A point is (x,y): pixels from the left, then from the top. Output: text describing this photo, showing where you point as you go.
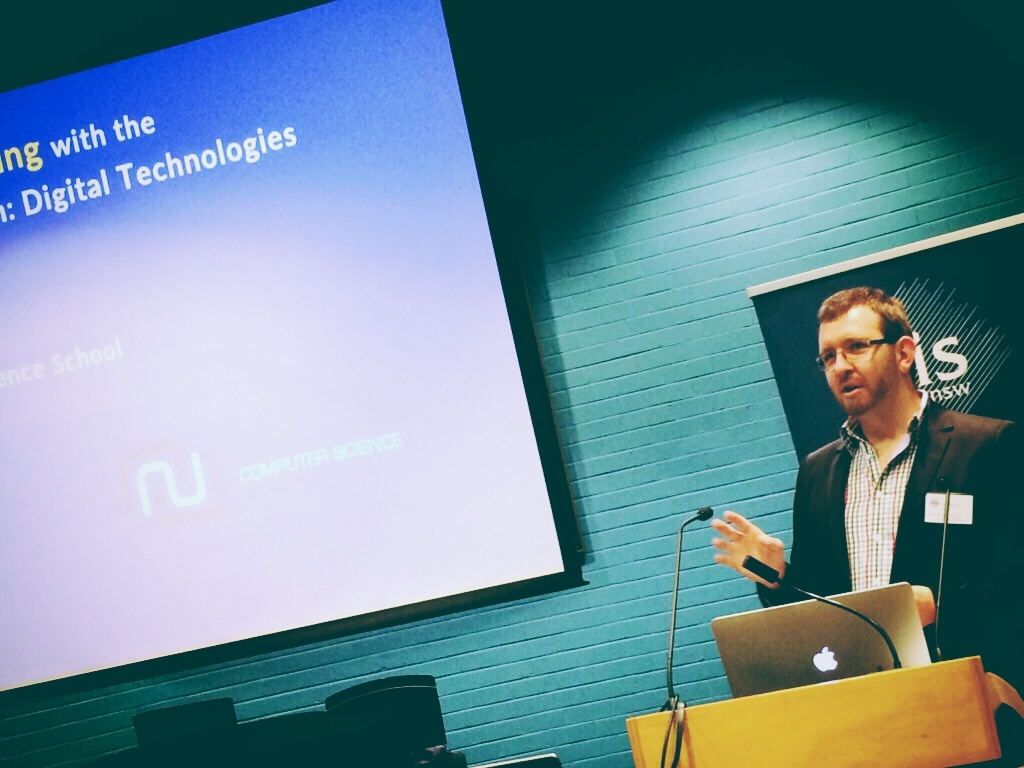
In this image I can see a person (950,453). There is a laptop (807,684) on the podium (790,725). I can see the projector screen (290,261). In the background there is a wall (735,87).
